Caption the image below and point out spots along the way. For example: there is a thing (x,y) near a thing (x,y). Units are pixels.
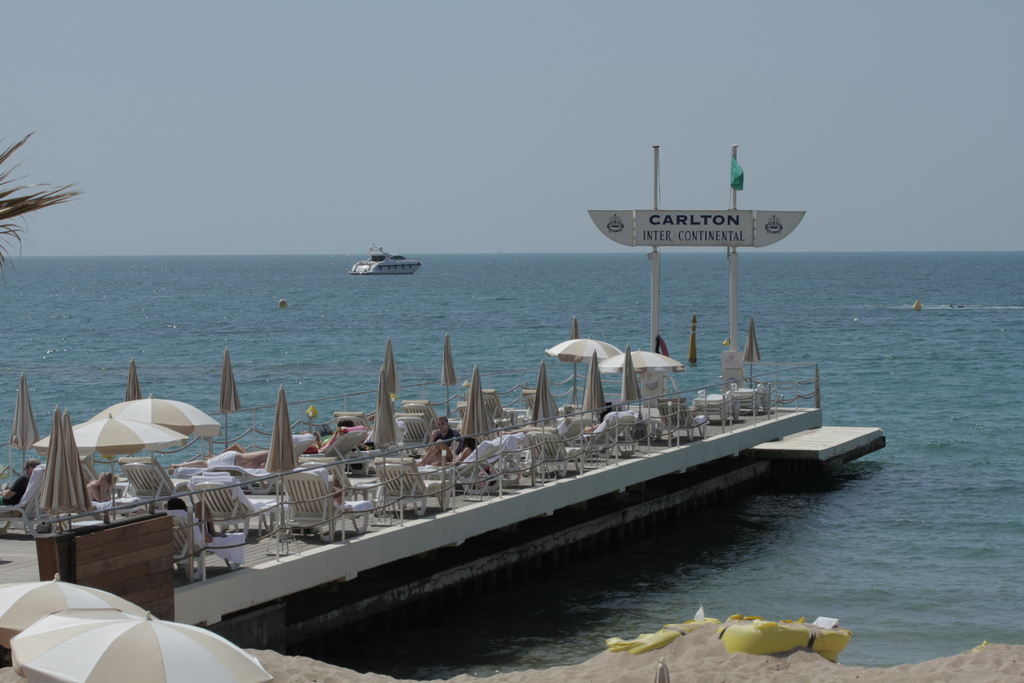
In this picture there is a boat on the water (209,295). On the bottom left (225,587) there is a bridge (455,553). On that we can see umbrellas (68,491), tables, chairs (529,441), clothes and other objects (478,440). On the bed (130,498) we can see some peoples (600,423) are lying. Here we can see boat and flag (737,177). On the left (26,202) there is a tree (25,188). At the top (550,172) we can see sky (296,49) and clouds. In the background (810,318) we can see ocean (539,266).
